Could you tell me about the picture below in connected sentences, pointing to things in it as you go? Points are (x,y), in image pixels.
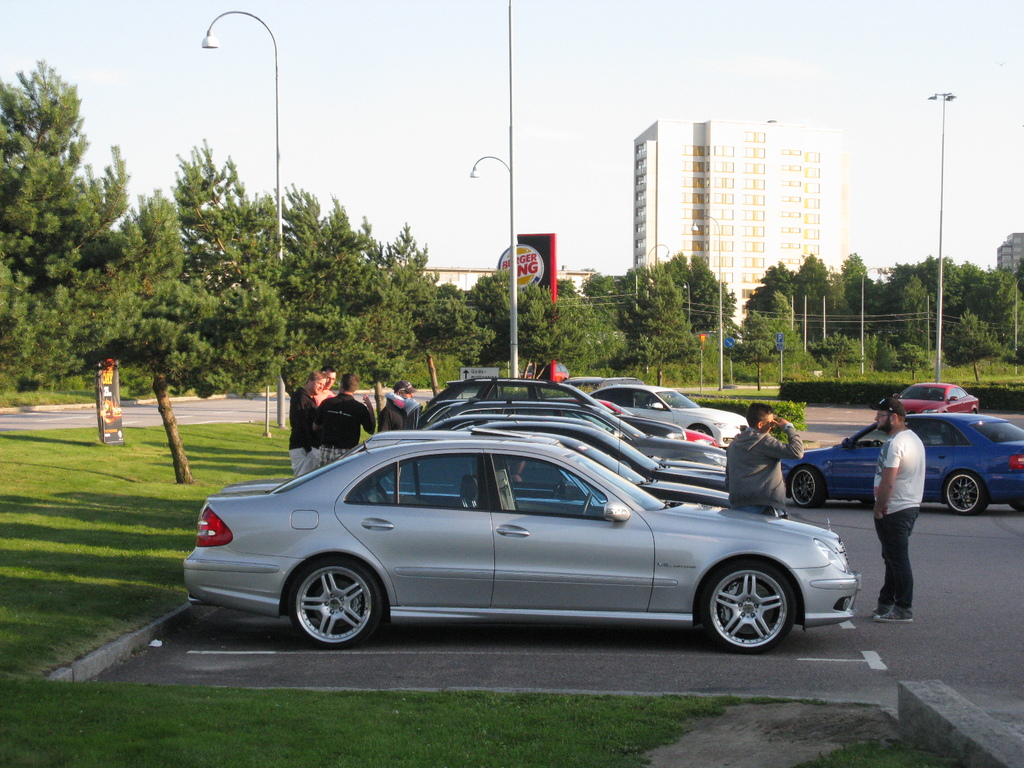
In this image there are cars (538,457) which are parked on the road (435,661) one beside the other. There are few people (356,414) who are standing in between the cars (545,440). In the background (685,201) there is a tall building (685,189). Behind the car (330,540) there is grass (107,480) on which there are poles (276,132). At the top (384,47) there is sky (386,42). In the background (168,259) there are so many trees (852,312).
